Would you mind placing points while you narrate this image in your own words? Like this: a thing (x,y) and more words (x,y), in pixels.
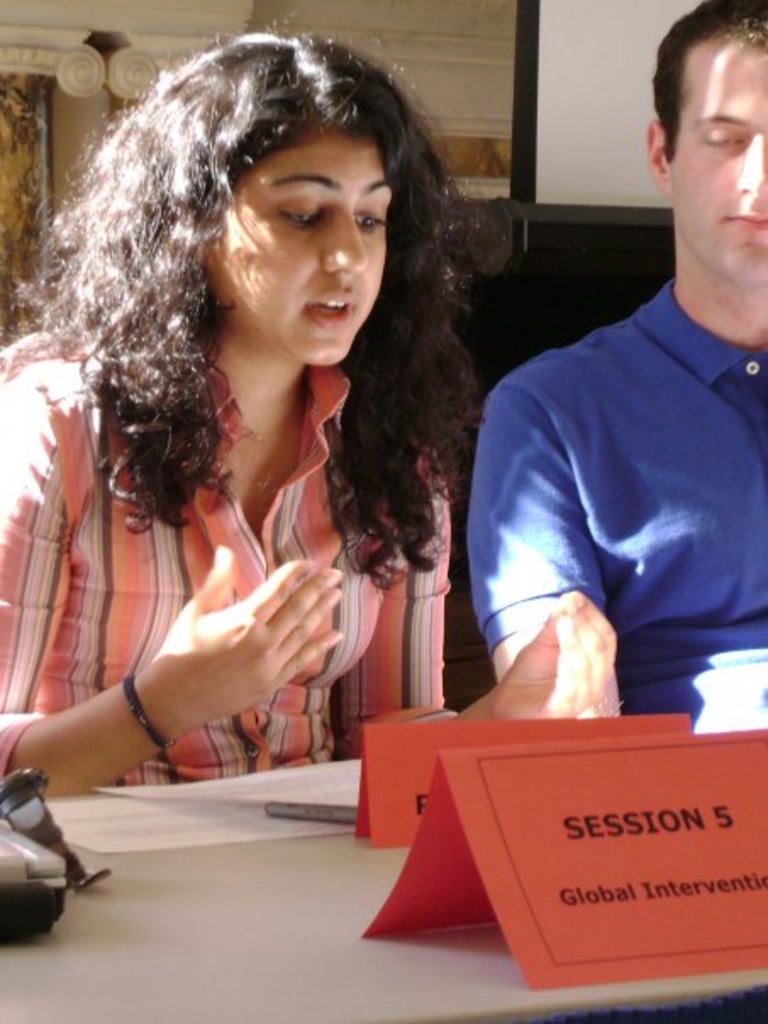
In this image in the center (427,589) there is one person (604,378) and one women (291,701) are sitting and a woman (242,558) is talking something, in front of her there is a table (309,924). On the table (430,990) there are some papers (225,837) and some boards (575,909) and some object (46,906), and on the boards (547,843) there is some text (612,829). In the background (596,46) there is a wall (506,78) and screen (522,132).
